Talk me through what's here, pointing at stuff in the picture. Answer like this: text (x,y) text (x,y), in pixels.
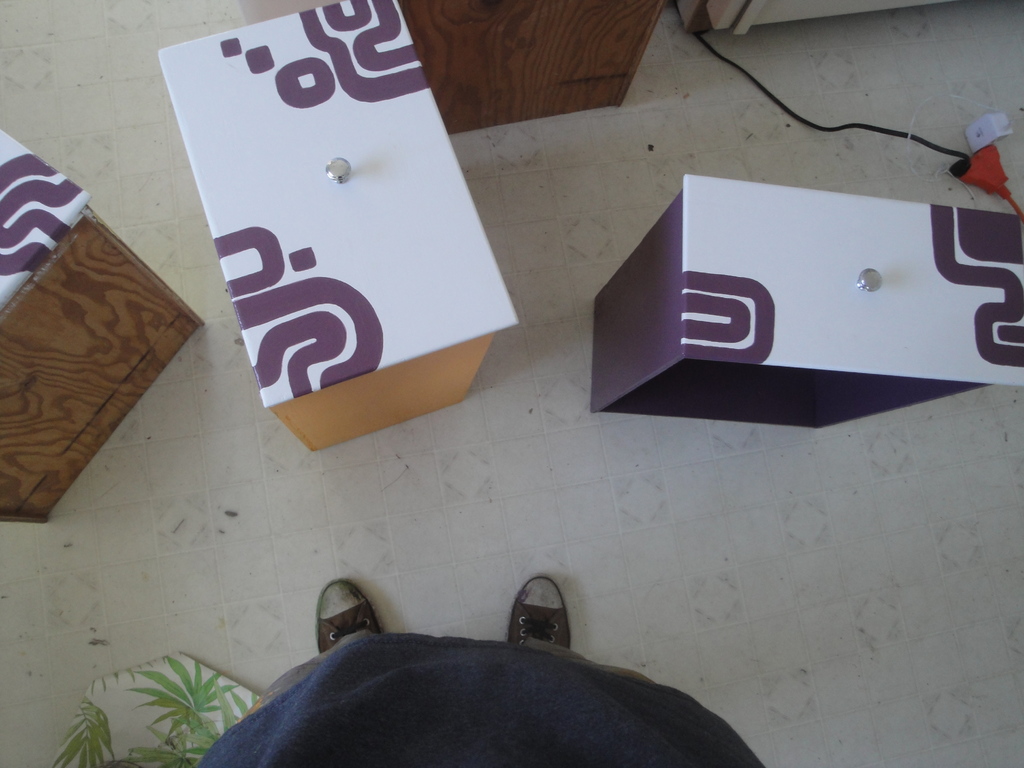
This image is taken indoors. At the bottom of the image (398,707) there is a person (343,698) standing on the floor (390,618) and there is an object (169,692) on the floor (53,727). In the middle of the image (421,275) there are a few boxes (468,207) on the floor (607,499) and there is a wire (969,161).
